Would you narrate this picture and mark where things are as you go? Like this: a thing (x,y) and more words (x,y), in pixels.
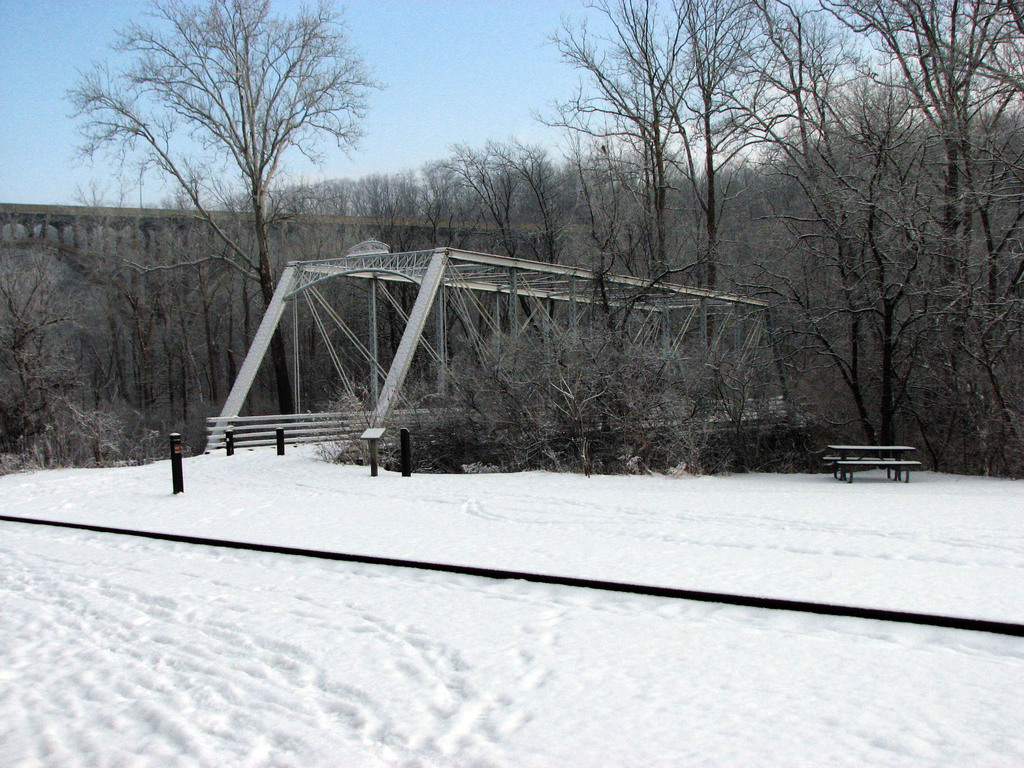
This picture shows snow (233,581) on the ground (375,526) and we see a bridge (492,272) and trees (1009,329) and a bench (846,447) on the side and we see a blue cloudy Sky (437,85).
